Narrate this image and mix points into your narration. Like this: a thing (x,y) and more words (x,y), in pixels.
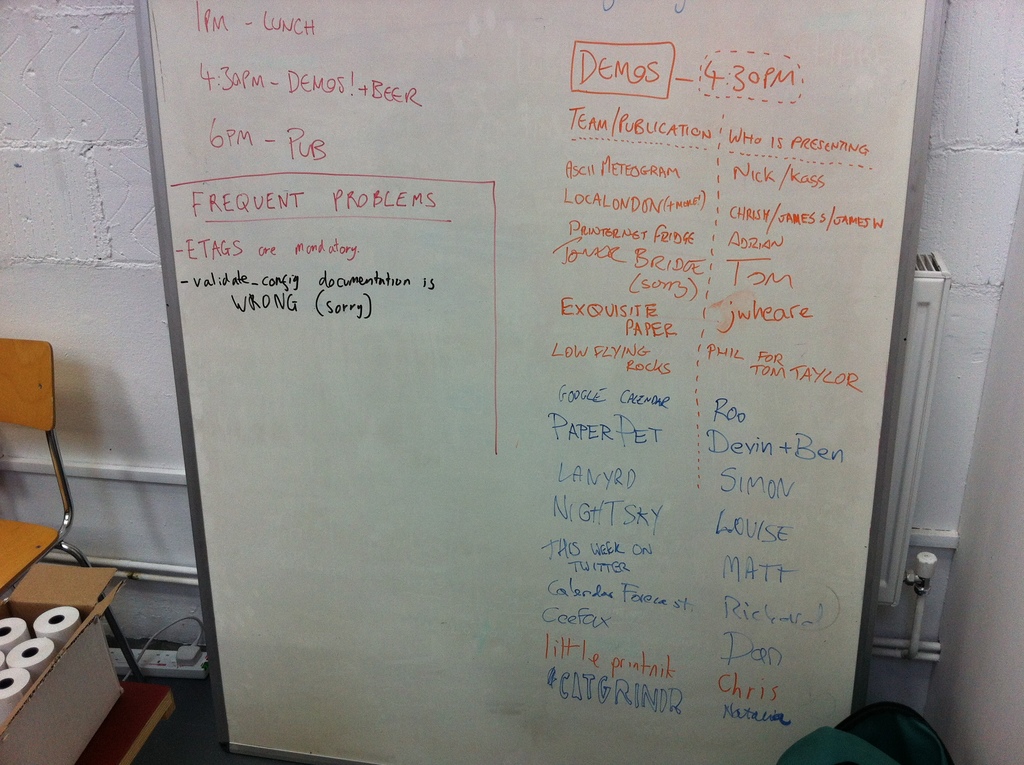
In this image, we can see a board (749,328) with some text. We can see the ground (226,760) and the wall (946,414) with some objects (913,471). We can also see a chair (63,471) and a cardboard box (40,722) with some objects (65,629). We can also see an object (820,730) at the bottom (880,739).
